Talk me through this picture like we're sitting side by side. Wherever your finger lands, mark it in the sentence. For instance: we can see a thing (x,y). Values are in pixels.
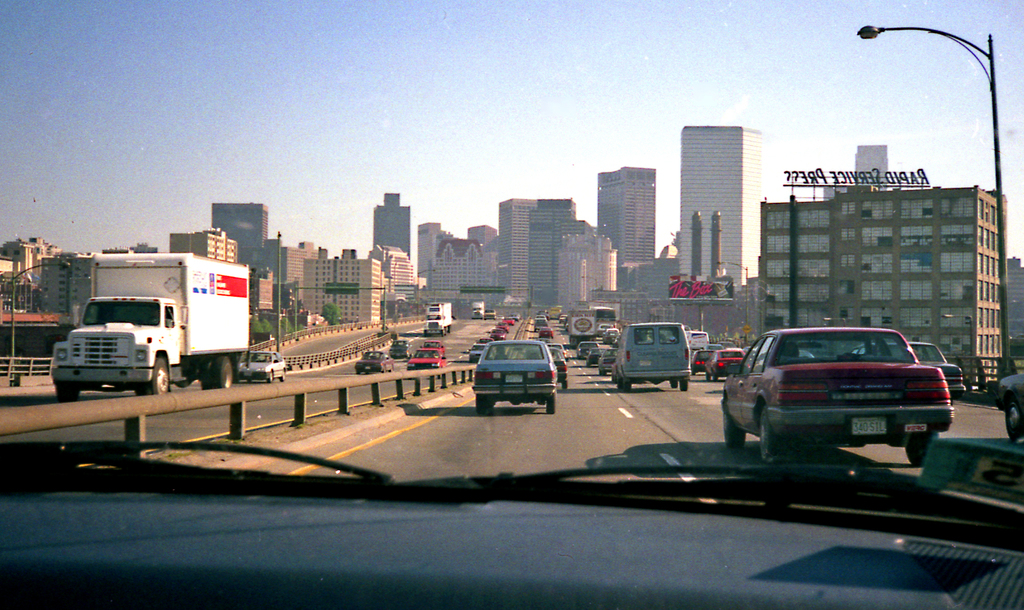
In this image we can see the vehicles (503,369) on the road (314,348) and we can see a railing (303,362). There are buildings (494,273), street lights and sky (391,58).
